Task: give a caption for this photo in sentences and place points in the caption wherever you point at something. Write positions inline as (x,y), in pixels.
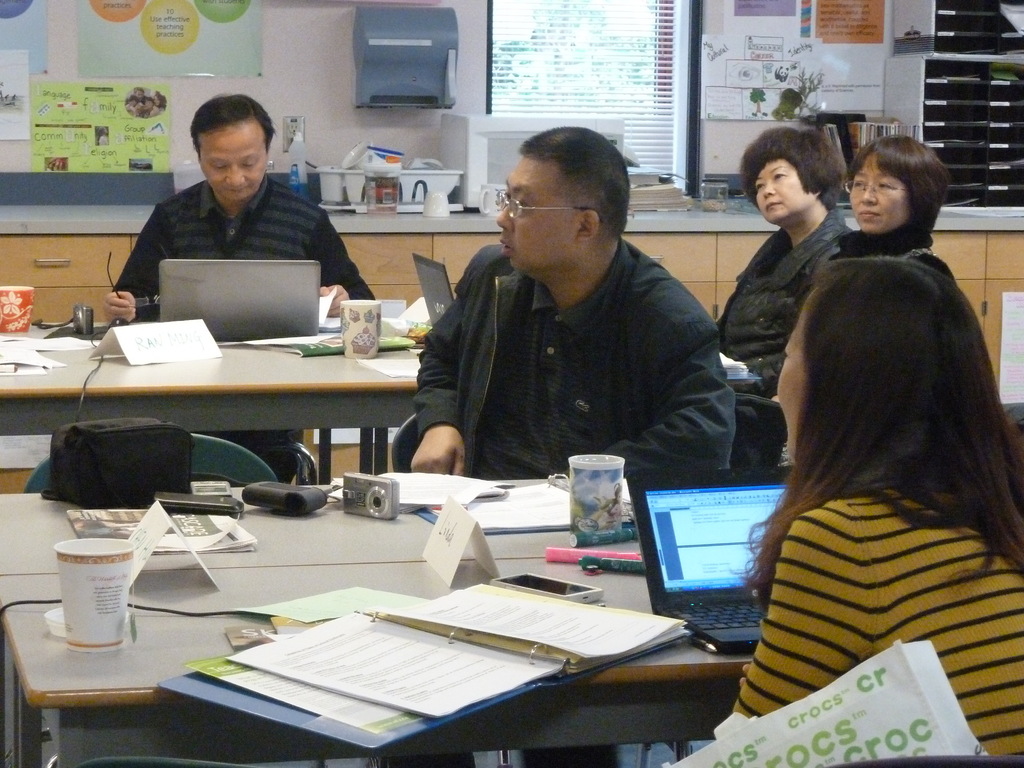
In this picture there are a group of people (648,298) sitting. There is a table (642,583) in front of them with a laptop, coffee mug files (417,629) with papers (645,629), there is a camera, smart phone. In the backdrop (553,91) there is a window (556,44) and some posters (167,52) pasted on the wall (116,81).
